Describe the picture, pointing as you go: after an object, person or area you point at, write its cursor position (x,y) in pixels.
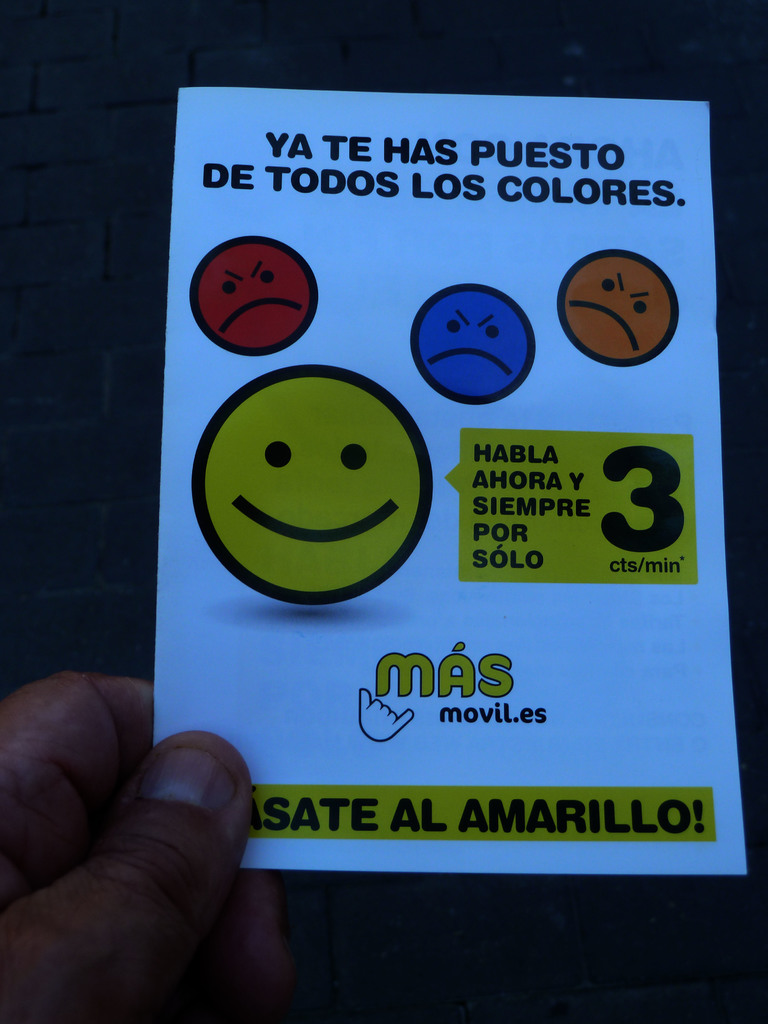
In the foreground of this image (474,855), there is a person's hand (161,867) holding a paper (393,472) and the background (98,32) image is not clear.
